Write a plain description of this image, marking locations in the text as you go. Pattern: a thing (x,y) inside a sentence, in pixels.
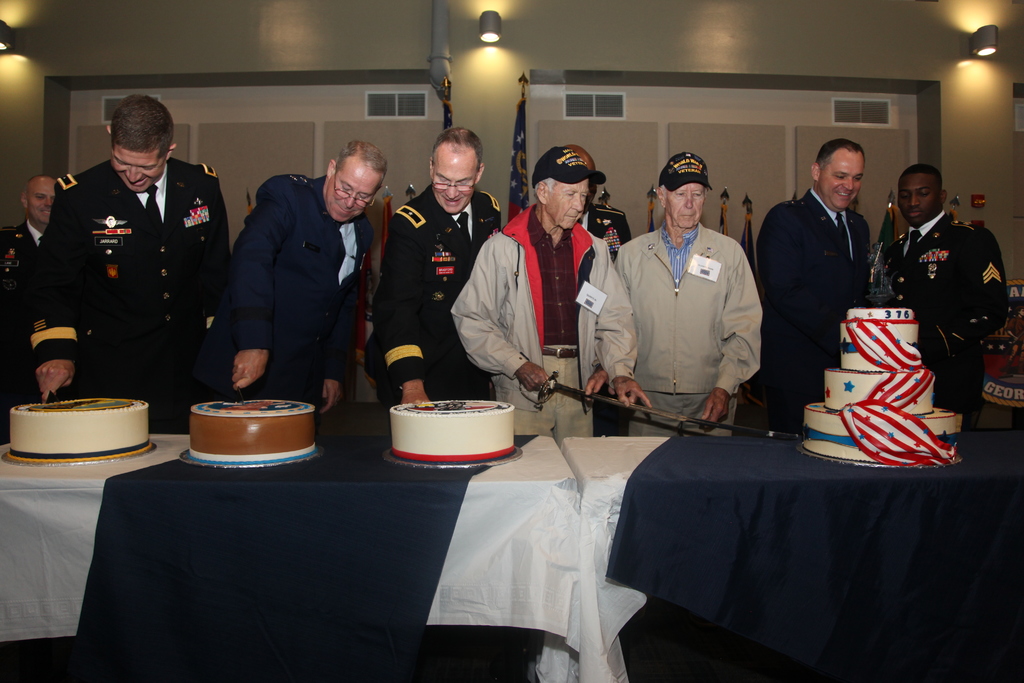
In the image we can see there are many men (139,247) standing, wearing clothes (526,301) and some of them are wearing spectacles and they are laughing. In front of them there is a table (635,493), on the table (625,510) there are cakes (423,412) of different colors. This is a sword (554,391), white and blue color cloth (606,561), lights (488,38) and a flag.
